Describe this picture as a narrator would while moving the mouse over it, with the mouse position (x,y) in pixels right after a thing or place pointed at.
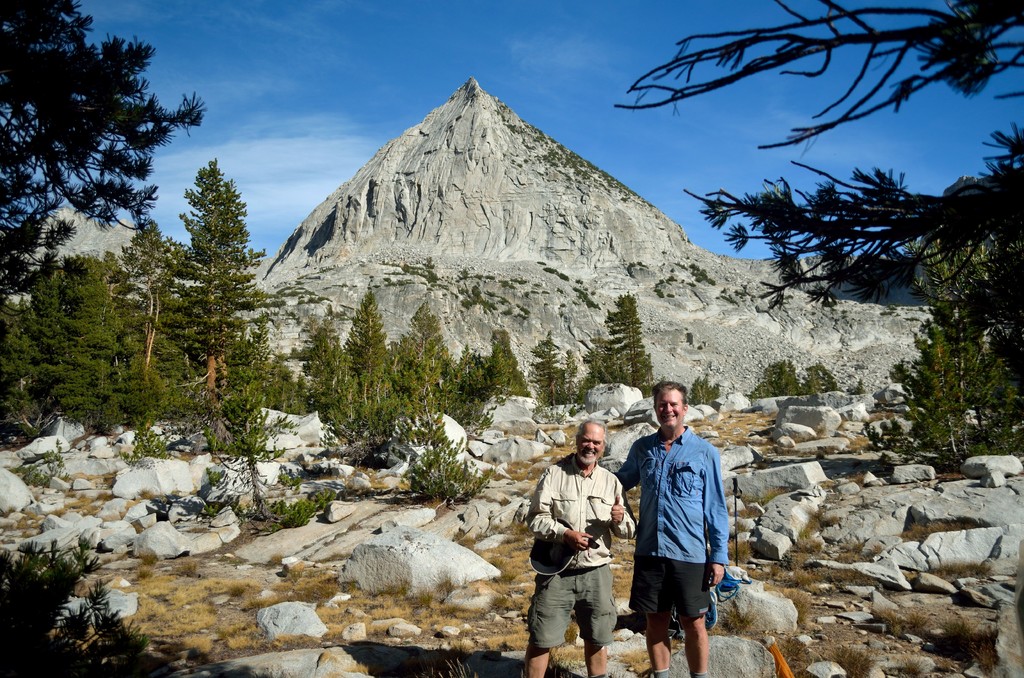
In this picture we can see two men (633,453), they are standing and they both are smiling, beside to them we can see few rocks (428,569), trees (182,332), in the background (353,296) we can find hills (520,261).
